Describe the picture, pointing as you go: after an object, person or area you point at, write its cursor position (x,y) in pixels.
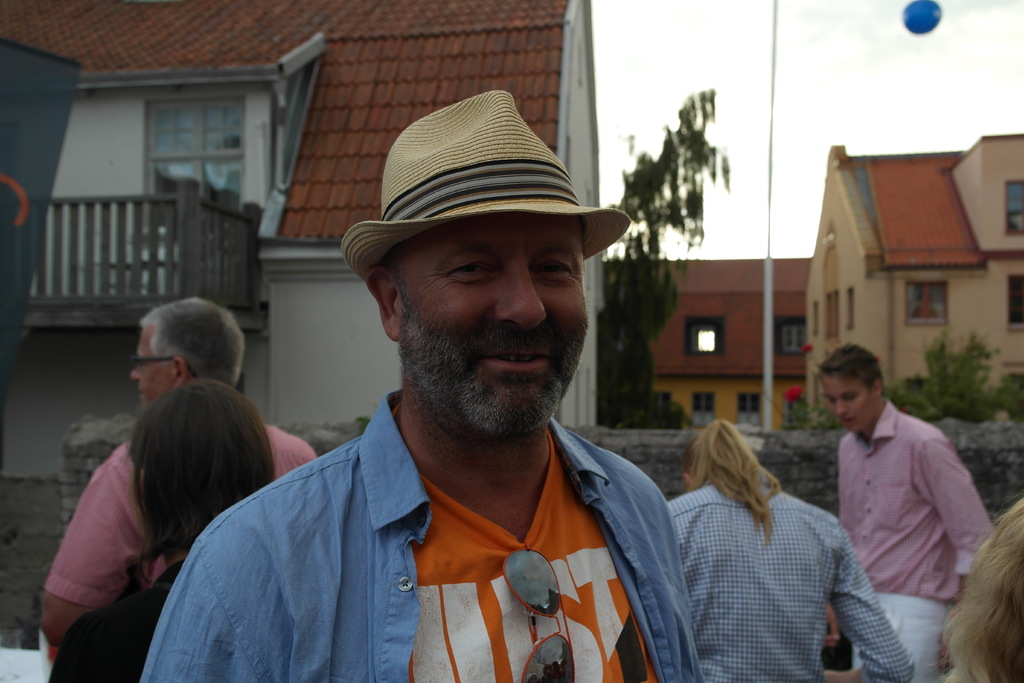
In this image I can see few people (782,642) are standing. Here I can see one of them is wearing cream colour hat (515,140). In the background (212,264) I can see few buildings (324,87), a pole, few trees (614,289) and I can see this image is little bit blurry from background (993,373).
